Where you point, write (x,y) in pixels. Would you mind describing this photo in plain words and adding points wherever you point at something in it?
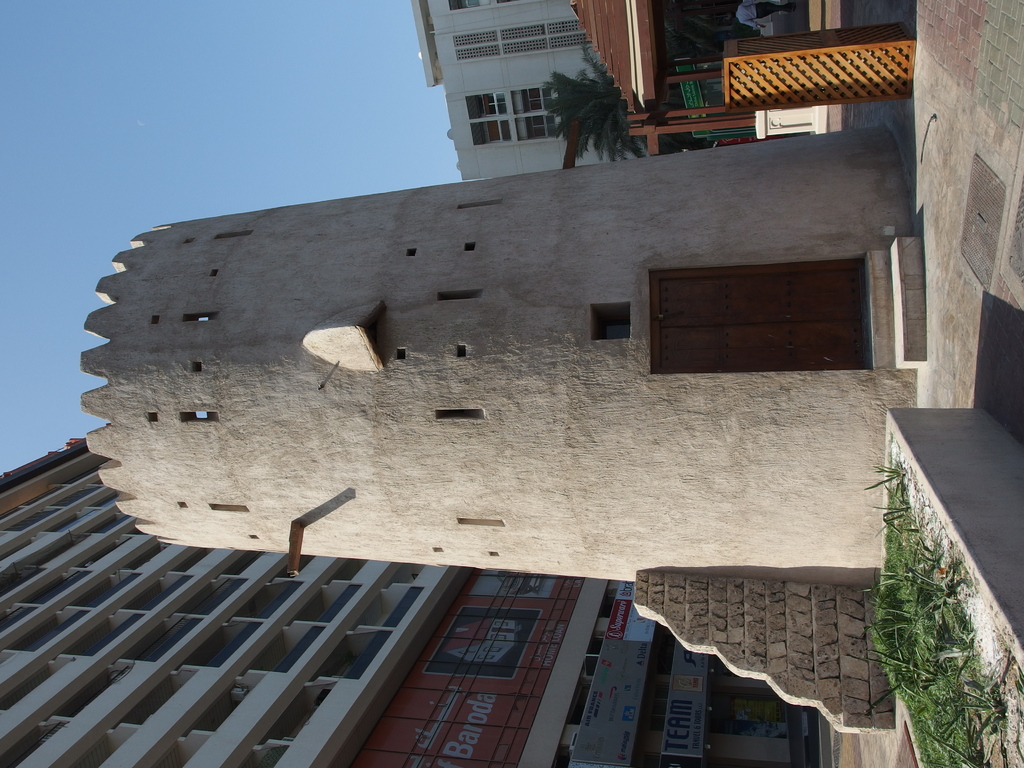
In the picture we can see a tower (562,383) which is round and it is historical and to it we can see a door (825,270) and some hole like a window (613,333) and beside it, we can see some part of the wall (797,663) and on the other sides we can see a building (14,759) and in the background (240,136) we can see a sky (220,152) which is blue in color.
